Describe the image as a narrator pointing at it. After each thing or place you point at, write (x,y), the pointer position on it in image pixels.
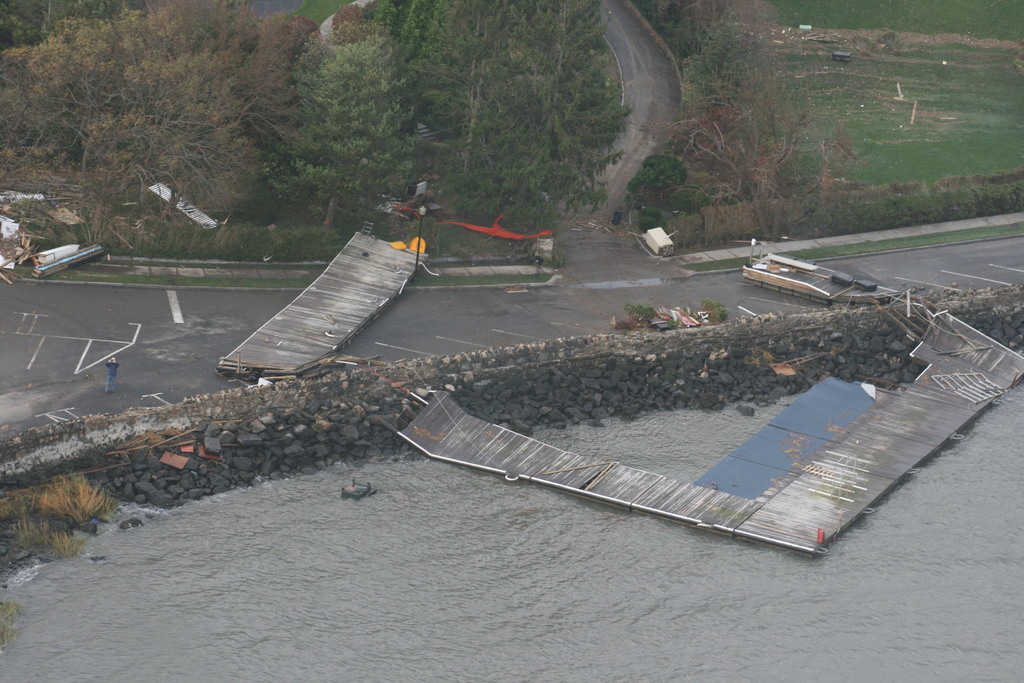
In this image I can see the water (552,595), a wooden bridge (558,480) on the surface of the water (985,449), the road (447,337), a person (110,379) standing and few other objects (378,285). In the background (602,200) I can see few trees (311,138) and some grass (953,155).
